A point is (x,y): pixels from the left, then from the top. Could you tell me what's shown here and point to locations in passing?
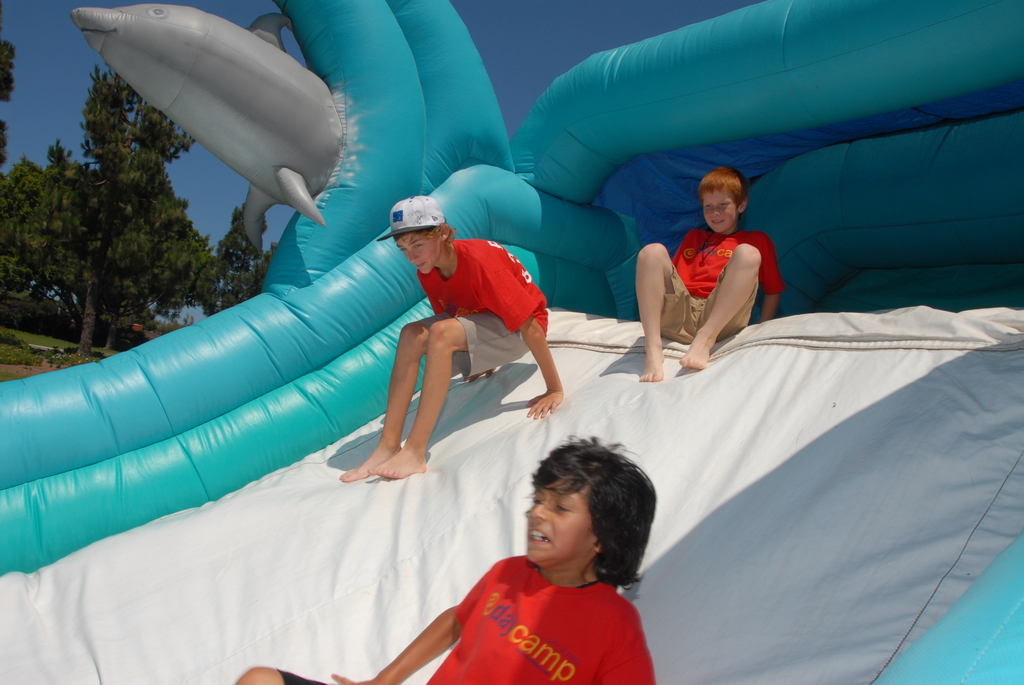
In this image we can see some people (426,427) sliding on an inflatable (475,476). On the backside (176,285) we can see a group of trees (126,307) and the sky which looks clear.
